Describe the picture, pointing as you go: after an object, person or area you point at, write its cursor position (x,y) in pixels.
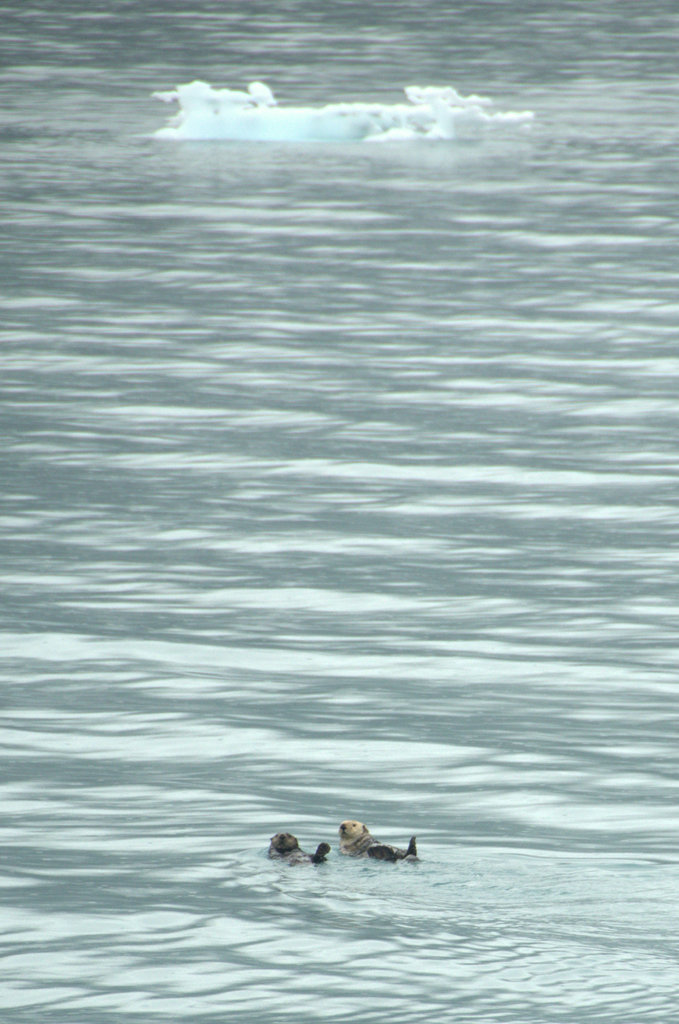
In this image we can see some marine animals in the water (449,869) and at the top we can see the iceberg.
